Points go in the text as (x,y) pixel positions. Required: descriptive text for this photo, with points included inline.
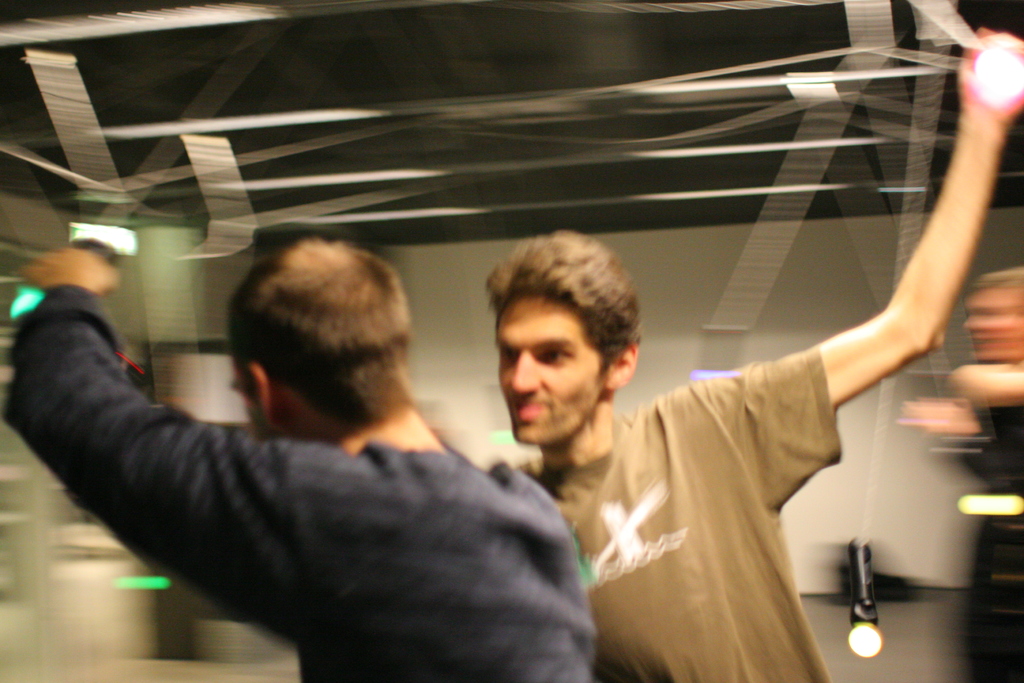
In this picture we can see people (504,565), here we can see lights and some objects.
